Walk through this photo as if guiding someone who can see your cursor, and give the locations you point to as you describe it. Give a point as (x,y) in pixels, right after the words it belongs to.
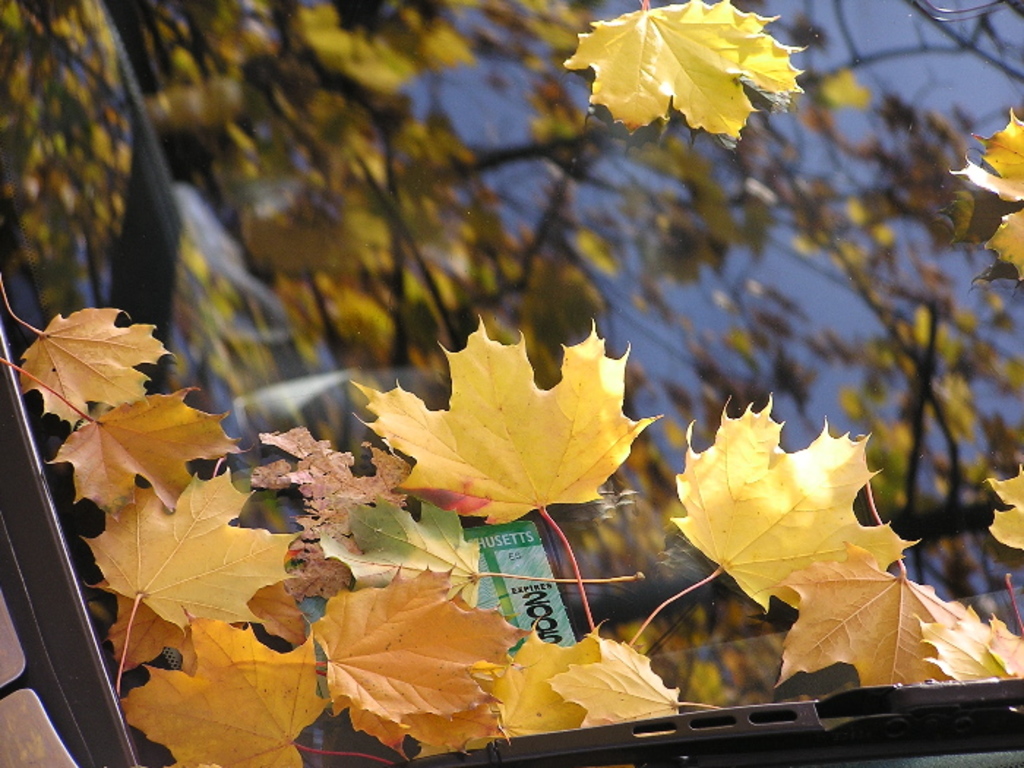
In this image I can see the windshield (658,324) of the vehicle (688,267), the wiper (759,720) and few leaves (862,574) which are yellow and brown in color on the windshield (805,305). I can see the reflection (651,266) of few trees (749,291) and the sky (784,287) on the windshield (774,207).
